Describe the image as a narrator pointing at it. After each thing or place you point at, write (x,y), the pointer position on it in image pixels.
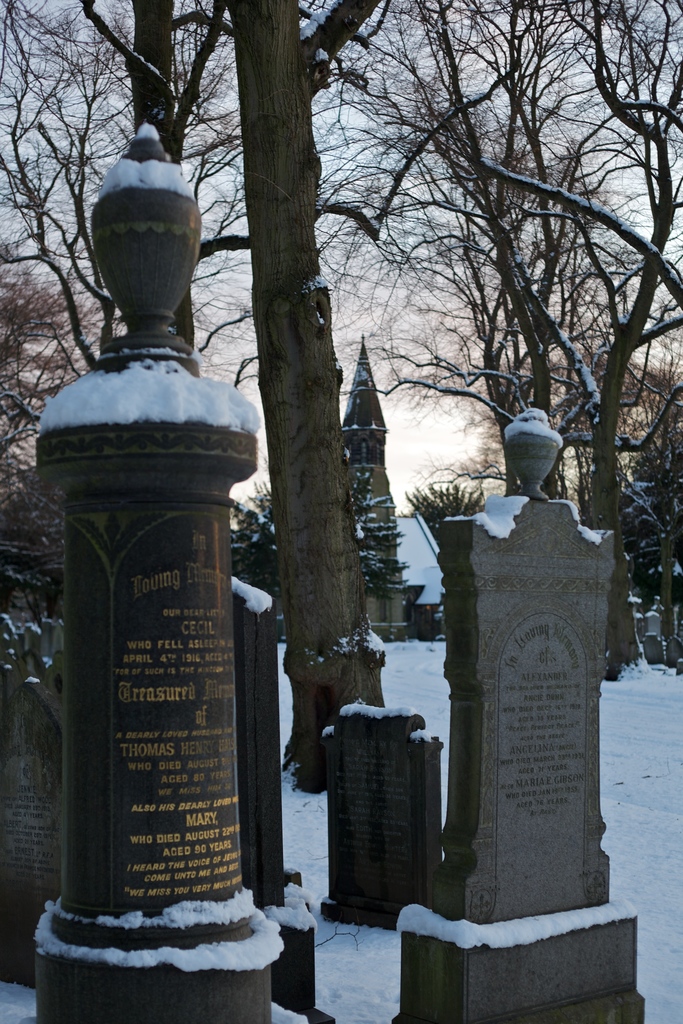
In this image we can see one building (350,414) looks like a church (426,634), one white object (409,572) near the church building (399,517), some grave stones (150,562) with text (46,853), the ground (375,975) is full of snow (363,964), some snow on the trees (474,500), some snow (208,383) on the gravestones (385,754), some snow (413,583) on the building (388,494), some trees (31,600) on the ground (346,952) and in the background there is the sky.
